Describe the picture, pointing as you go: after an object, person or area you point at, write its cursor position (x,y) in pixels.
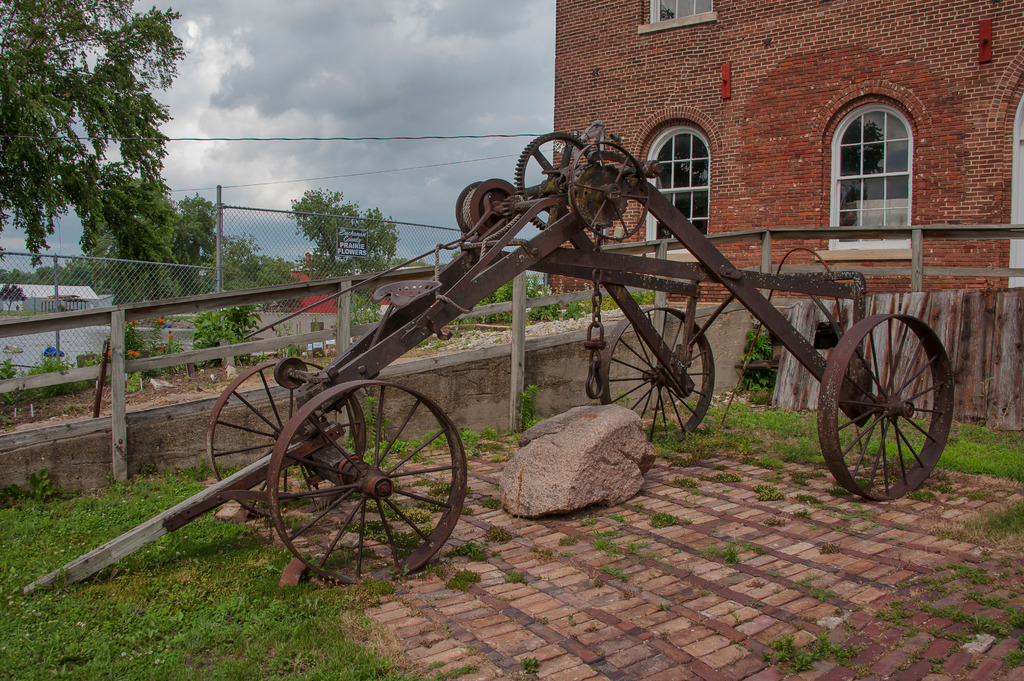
In the center of the image (677,287) there is a cart (705,394). On the right (786,151) there is a building (870,199). In the background (209,287) there are trees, mesh (315,311) and sky (343,75).
